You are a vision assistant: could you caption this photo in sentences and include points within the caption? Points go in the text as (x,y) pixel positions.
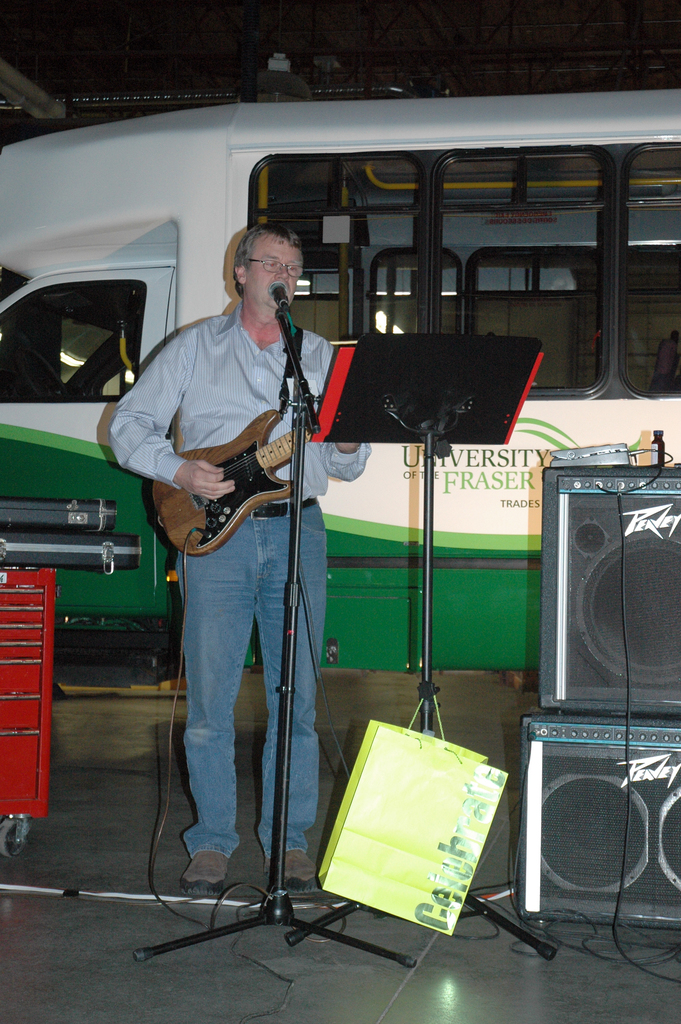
As we can see in the image, there is a bus (340,216), mike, a man (196,464) holding guitar (206,525) and on the right side (635,743) there are sound boxes (636,703).
